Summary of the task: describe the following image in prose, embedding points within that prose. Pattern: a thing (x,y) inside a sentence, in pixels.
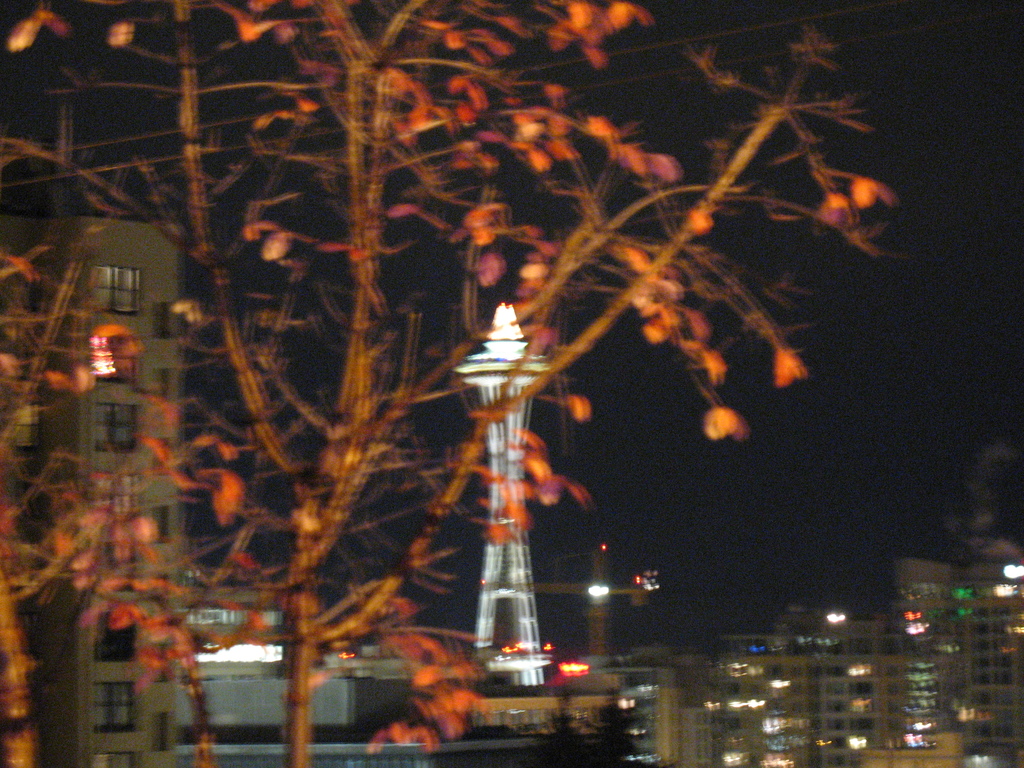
This is the tree (320,472), these are the buildings (530,659) at the night with the lights (775,680).
